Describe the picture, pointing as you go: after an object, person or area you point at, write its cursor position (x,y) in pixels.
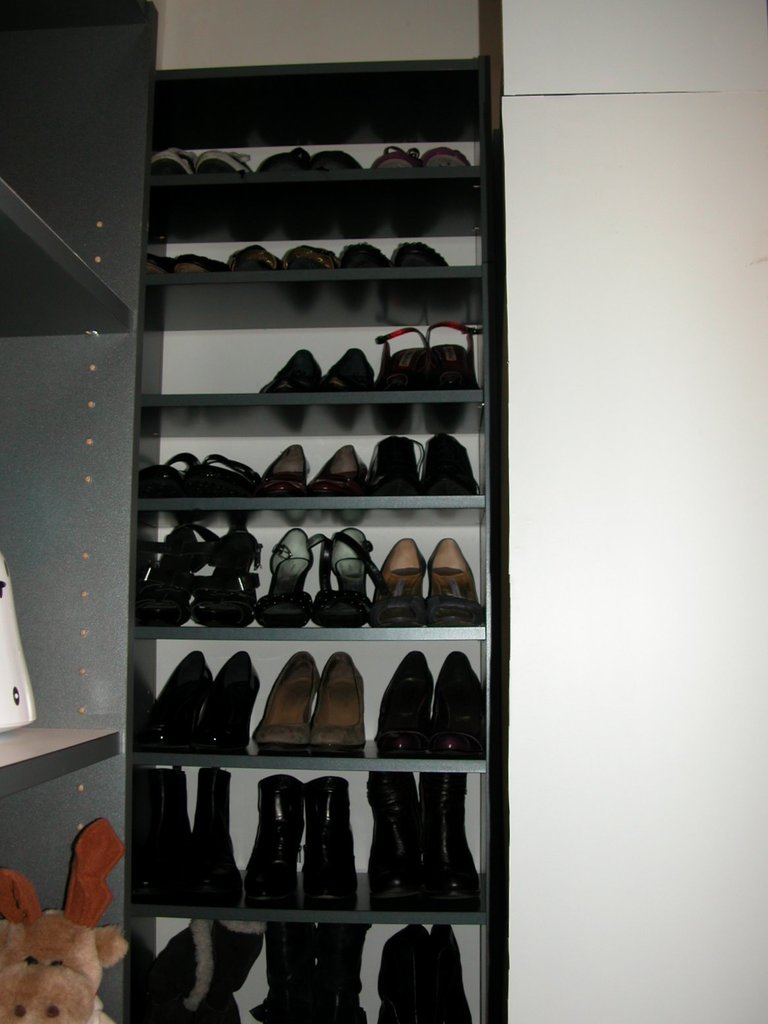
In this image we can see some pairs of boots (157,865), shoes (436,476) and sandals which are placed in the racks (217,294). We can also see a wall (696,454). On the left side (95,963) we can see an object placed in a shelf (57,744) and a toy (84,962).
